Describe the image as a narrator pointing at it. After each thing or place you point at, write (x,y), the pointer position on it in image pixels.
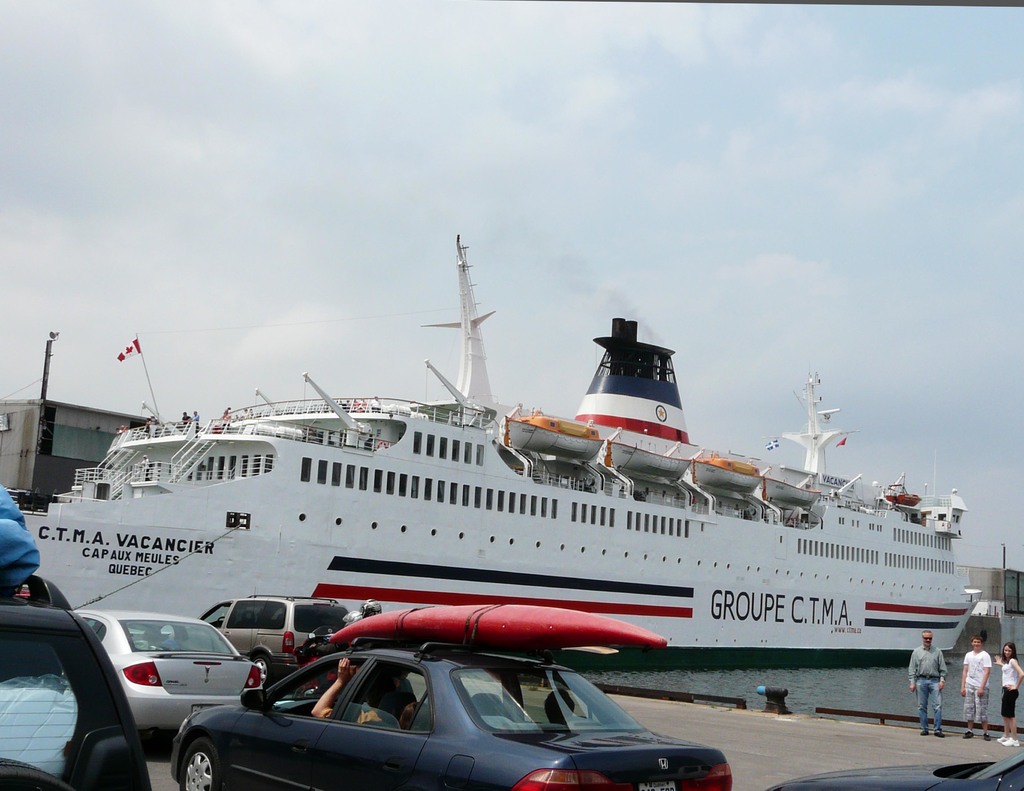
On the left side (143,702) few cars (380,672) are moving on the road (909,732), in the middle (624,378) it is a very big ship (679,580) in white color, on the right side (981,694) 3 persons (920,721) are standing. At the top (701,192) it's a sky (711,206).
